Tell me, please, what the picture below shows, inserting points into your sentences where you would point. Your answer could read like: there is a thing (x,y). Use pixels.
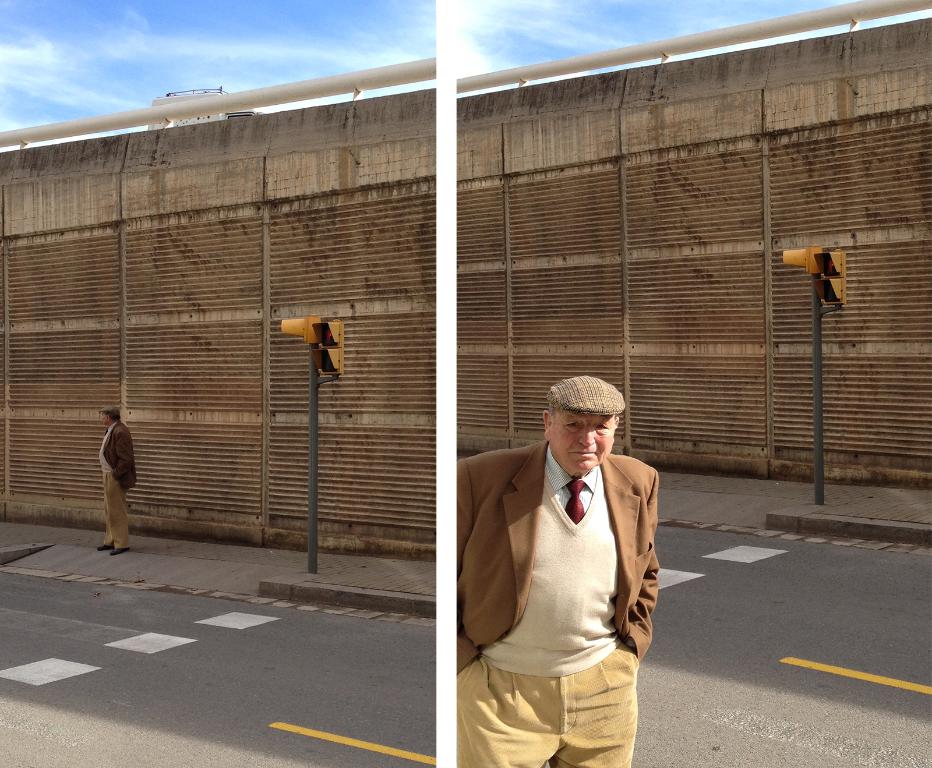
In this image there are two different images. On the right (628,465) there is a man (596,505), he wears a suit (464,541), shirt (591,479), tie (573,485), trouser (564,714) and hat (573,387) and there is traffic signal (821,294), road (720,602), wall (665,376) and sky (579,47). On the left (187,451) there is a man (105,478), road (185,598), traffic signal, wall (252,237), sky (230,50) and clouds (215,53).
